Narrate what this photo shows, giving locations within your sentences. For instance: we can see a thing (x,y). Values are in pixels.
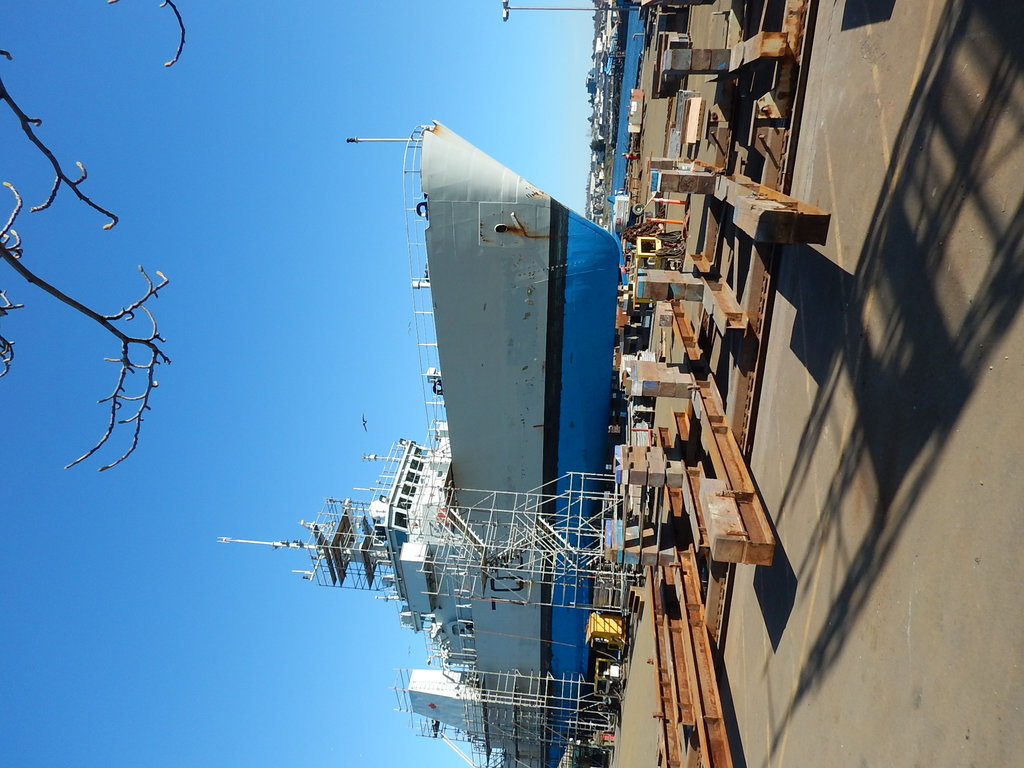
In the image there is a boat (560,251) in a shipyard (653,64), this is an inverted image, in the front (856,694) there is road (802,183) with metal frames (723,500) on it and above its sky (186,460).
